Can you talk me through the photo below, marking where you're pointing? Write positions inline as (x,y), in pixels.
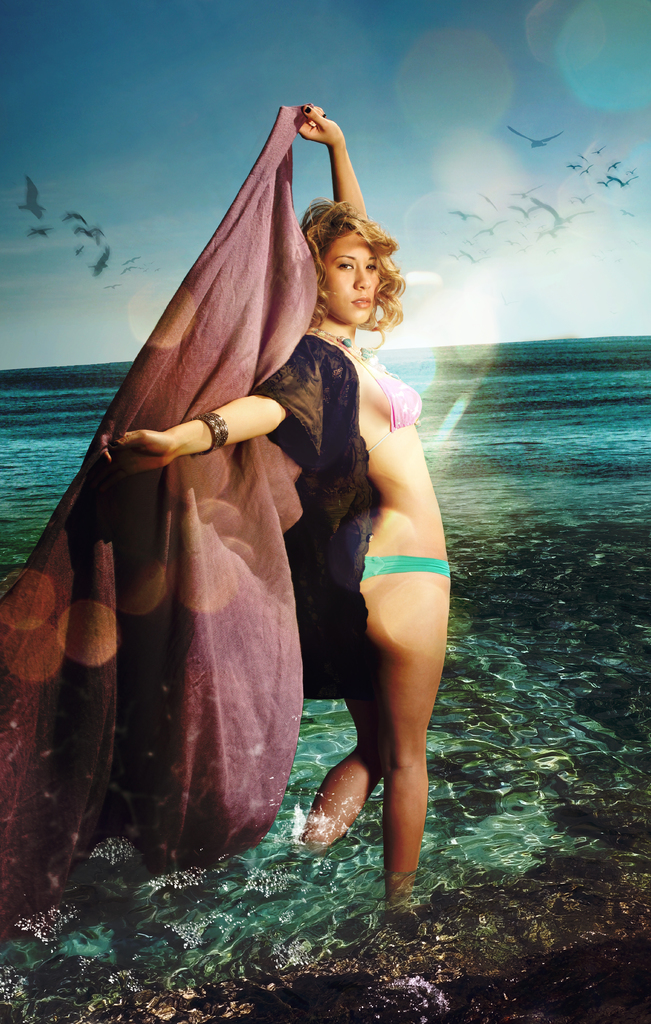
In the center of the image (409,481) we can see one girl (382,582) standing in the water (491,495). And she is holding a cloth (251,490), which is in brown color. And we can see she is in a different costume (302,449). In the background (127,171) we can see the sky (229,118), water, few birds (565,220) are flying and a few other objects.
